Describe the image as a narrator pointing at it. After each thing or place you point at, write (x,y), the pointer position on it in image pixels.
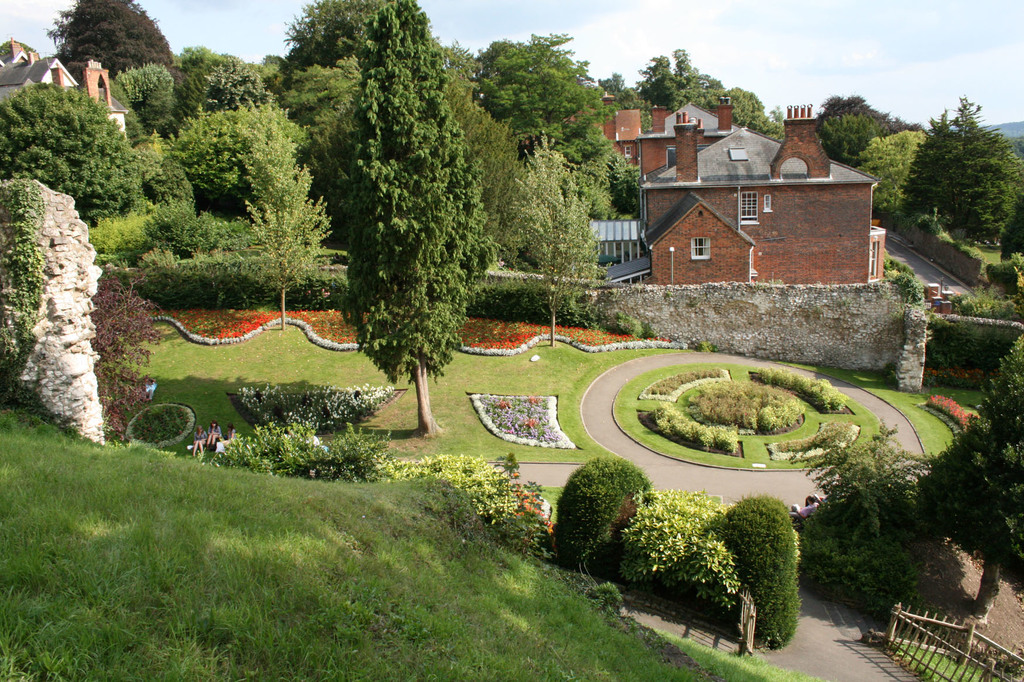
In this image, we can see some houses (677,160), plants (678,531), trees (437,50), people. We can see the ground (693,636) with some grass (700,657). We can also see the fence (956,656) and the sky (930,6) with clouds (1017,57).
